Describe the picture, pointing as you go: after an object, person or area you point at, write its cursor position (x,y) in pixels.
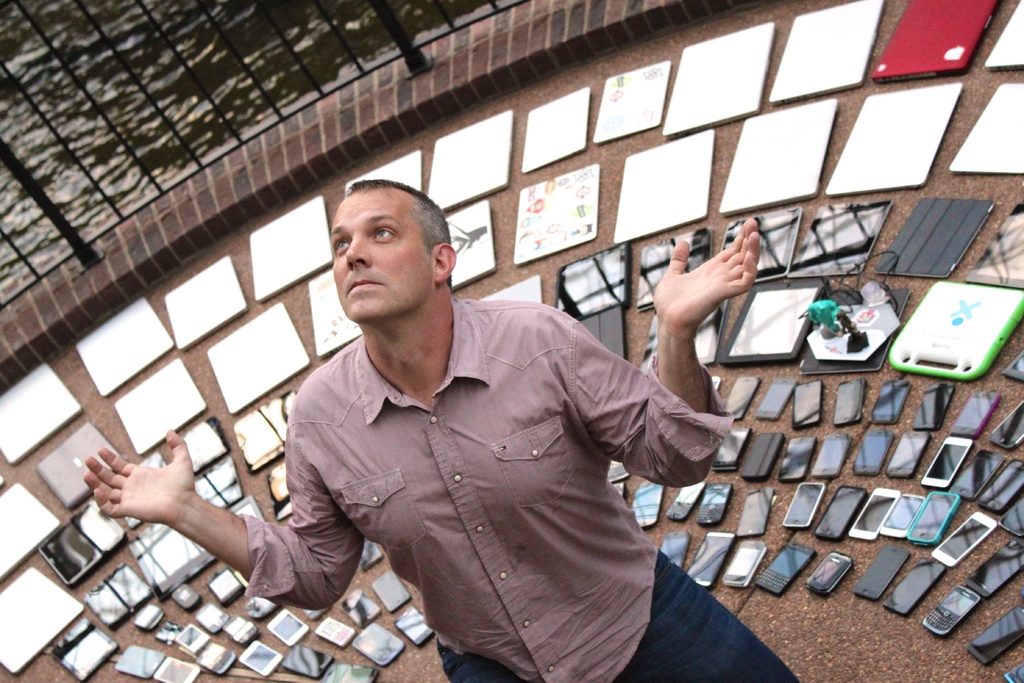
Here in this picture we can see a person (412,285) standing on the ground (494,198) and behind him we can see number of mobile phones (796,410), tablets (973,226) and laptops (234,302) present on the ground (398,155) and behind that we can see a railing (155,95) present and we can also see water (218,124) present.
